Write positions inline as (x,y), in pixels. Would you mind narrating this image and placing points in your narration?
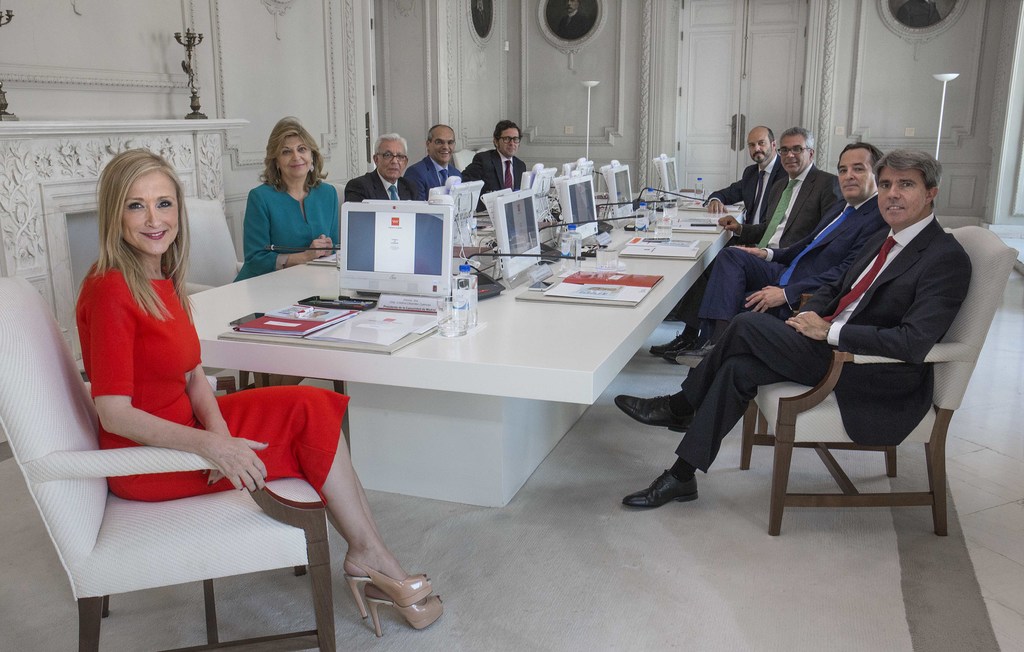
In this image i can see few people (892,328) sitting on chairs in front of a table (546,308). On the table (630,233) i can see few monitors (457,228), few books (352,333) and few glasses (460,303). In the background (461,86) i can see the wall (463,79) and few photo frames (564,32) attached to it.
